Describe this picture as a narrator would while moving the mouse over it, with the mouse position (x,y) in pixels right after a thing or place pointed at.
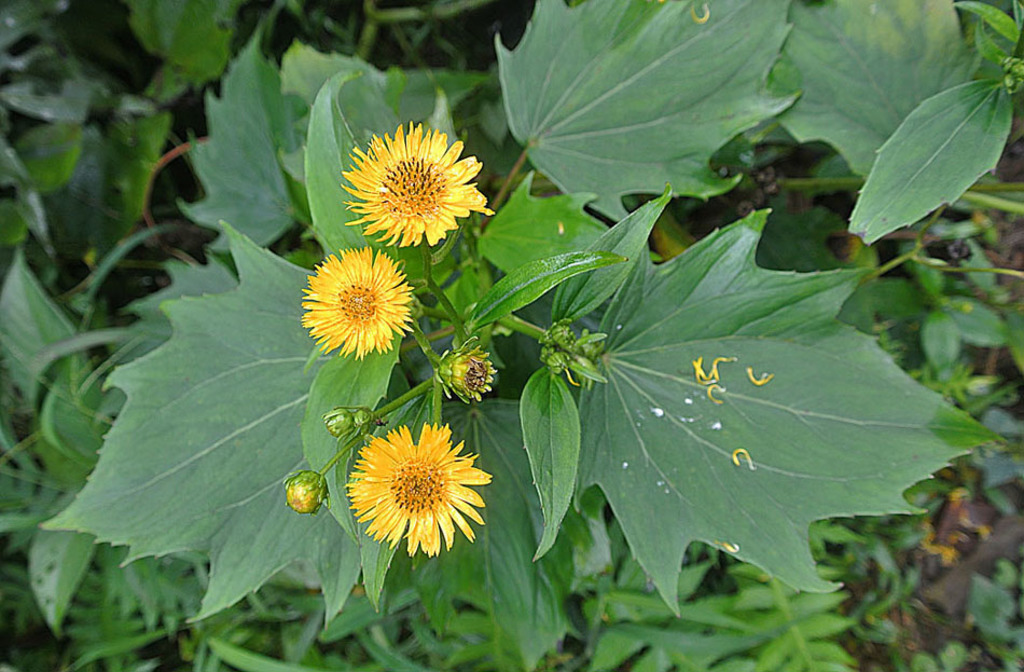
In this image I can see flowering plants (440,388) and grass (768,610). This image is taken may be in a garden (474,411).
